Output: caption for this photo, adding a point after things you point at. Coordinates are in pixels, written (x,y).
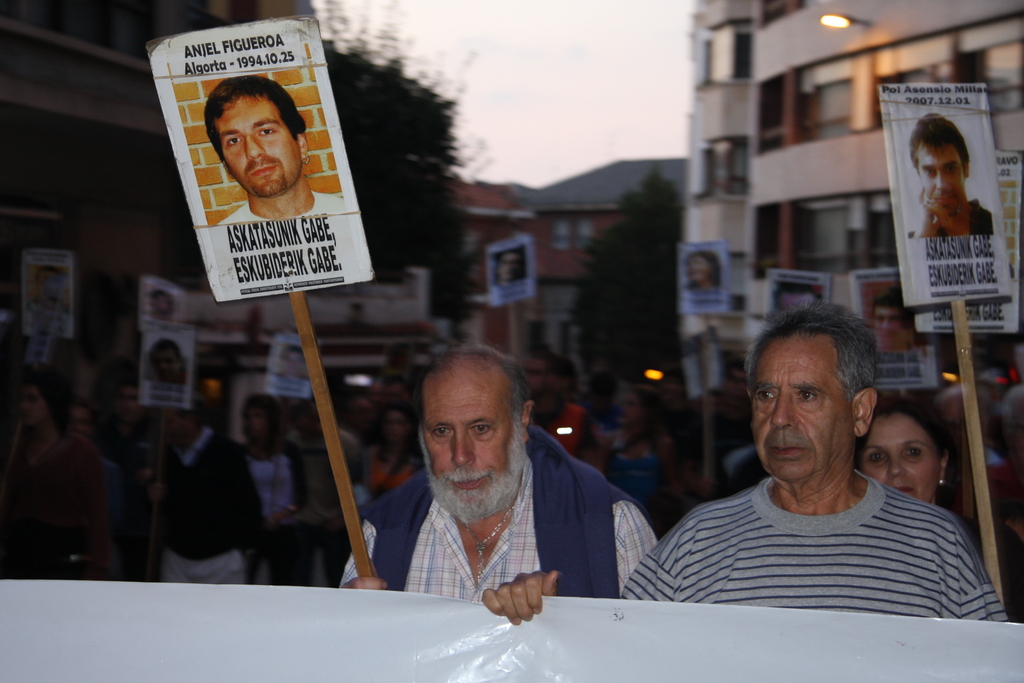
In this image in the middle (488,385) there is a man (440,484), he wears a check shirt (516,527), he is holding a stick (308,327). On the right (816,470) there is a man (818,460), he wears a t shirt (817,565), he is holding a poster (585,598). In the background (1012,439) there are many people (740,463), posters (906,369), boards (894,366), trees (397,236), buildings (584,182), lights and sky (563,56).
